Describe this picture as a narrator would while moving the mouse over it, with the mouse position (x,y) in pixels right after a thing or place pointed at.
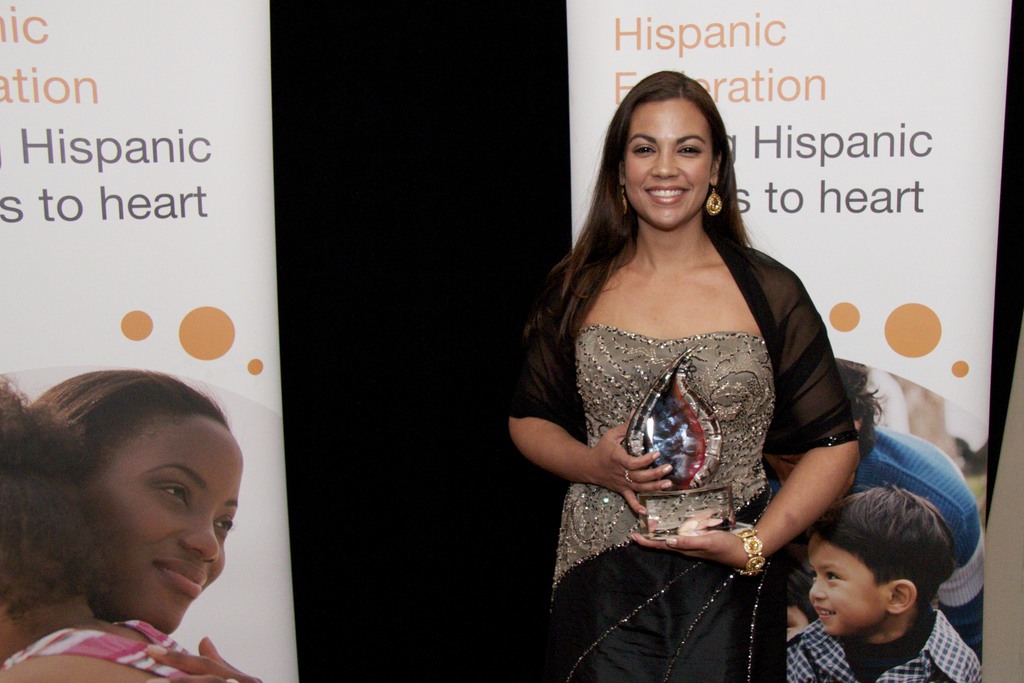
In this image, we can see a woman (615,430) is holding a shield (680,465) and smiling. Background (967,536) we can see banners (906,430) and black color. In the banners (918,362) we can see some text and few people (865,586). Here we can see a kid (870,603) and woman (205,569) is smiling.
